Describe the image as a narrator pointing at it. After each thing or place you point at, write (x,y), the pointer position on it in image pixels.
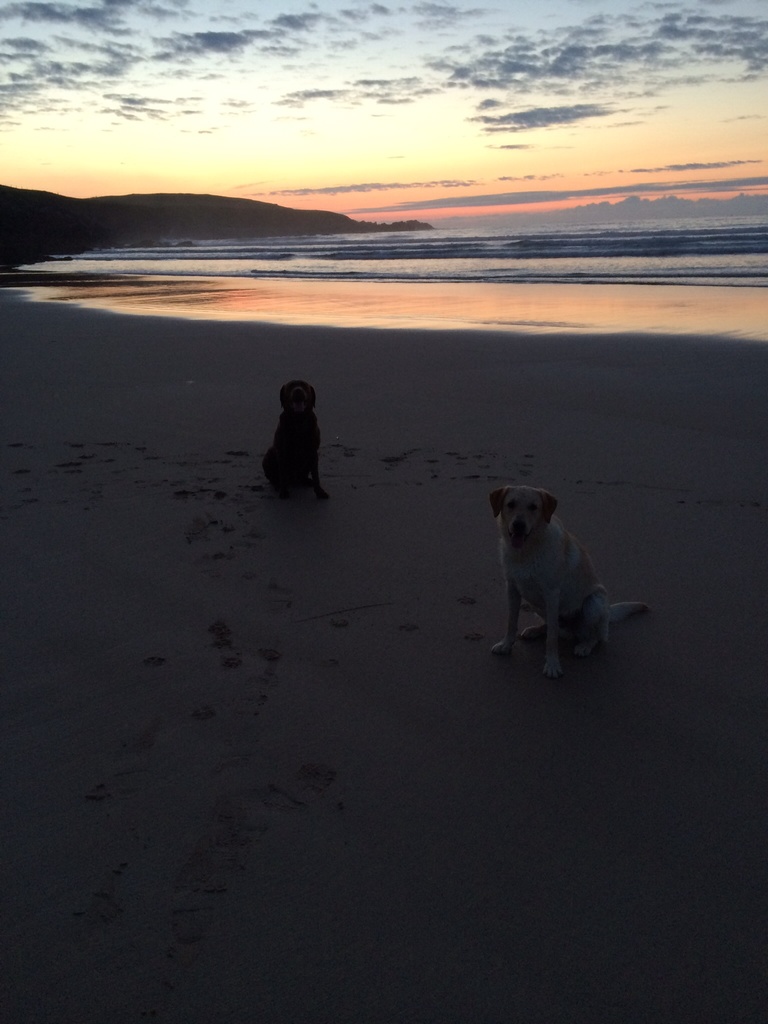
In the center of the image (300,410) we can see two dogs (309,403). In the background (326,84), we can see the sky (352,84), clouds (501,86), water (511,234) and a hill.
